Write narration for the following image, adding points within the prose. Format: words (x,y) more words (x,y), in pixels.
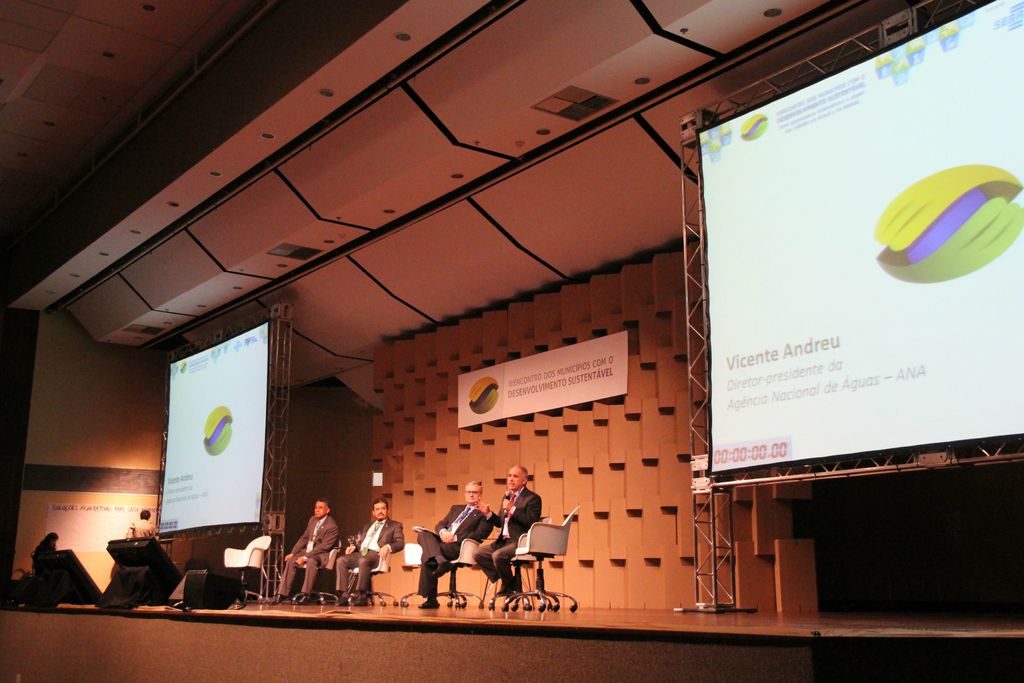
In the image I can see some people (331,526) who are sitting on the chairs (544,597) and also I can see two projector screens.
